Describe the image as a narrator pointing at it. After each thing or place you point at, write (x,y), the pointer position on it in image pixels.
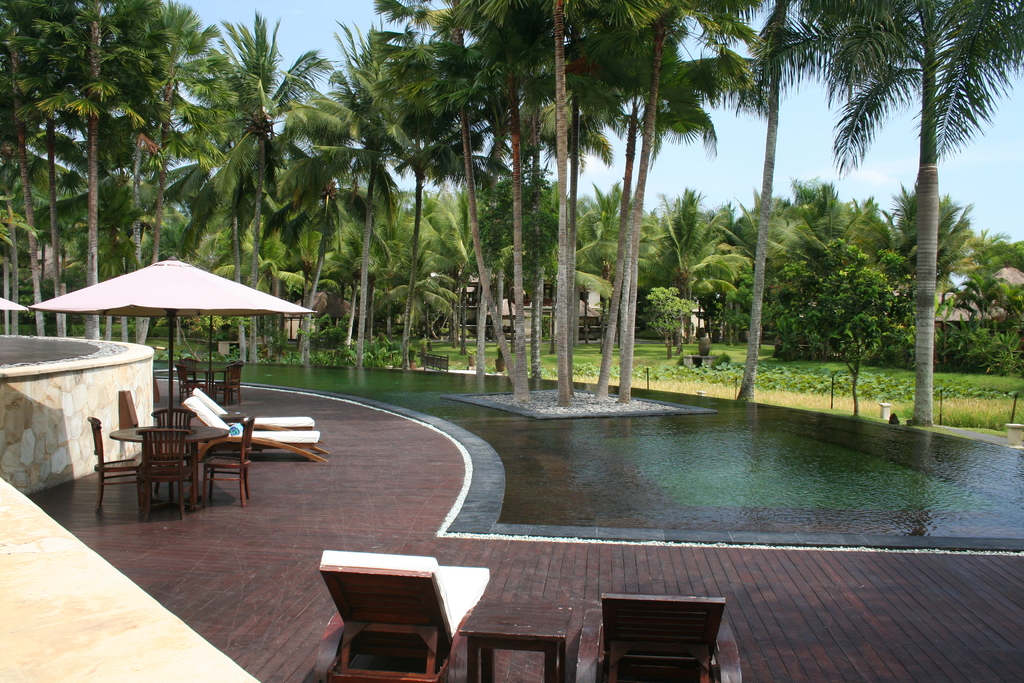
In the image we can see there are chairs (356,639) and tables (203,435) kept on the ground (527,584). There is a swimming pool (593,429) and there are trees (125,264). There is a ground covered with grass (677,383) and there is a building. There is a clear sky (912,123).
